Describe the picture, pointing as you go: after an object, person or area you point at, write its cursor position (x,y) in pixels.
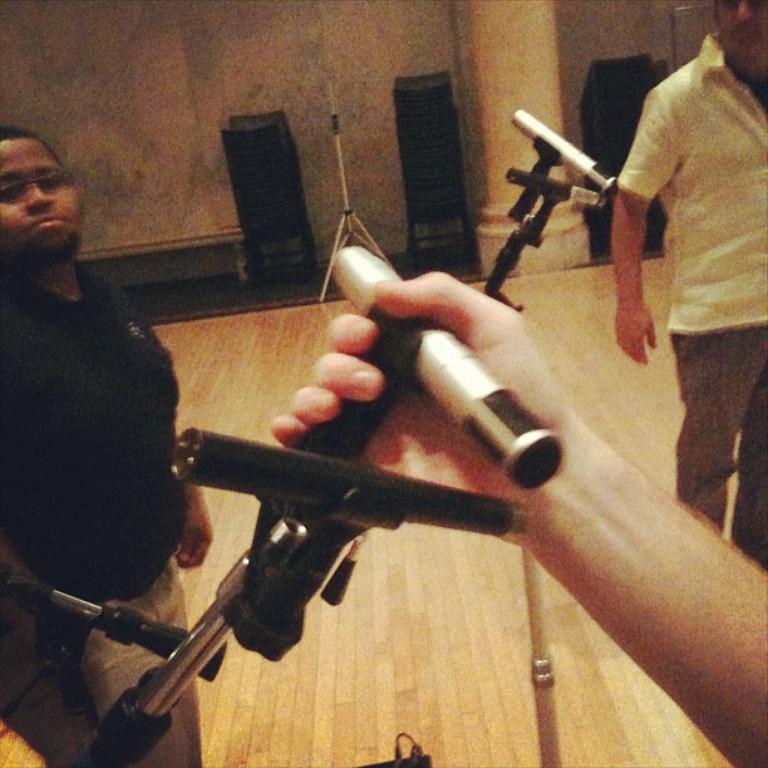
In the center of the image (421,331) we can see some objects (389,383) placed in person's hand (329,399). In the background (484,238) we can see persons (679,210), stand (341,151), pillar (542,106), chairs (457,126) and wall (273,55).
